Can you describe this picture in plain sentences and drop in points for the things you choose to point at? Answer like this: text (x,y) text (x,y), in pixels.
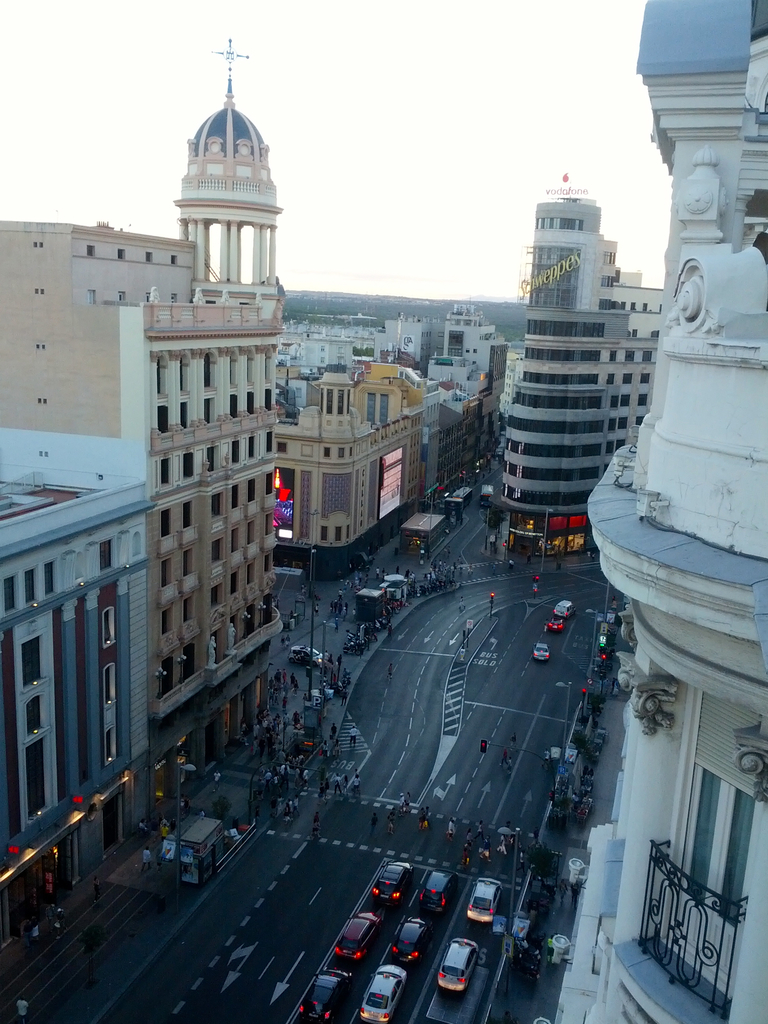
In this image we can see vehicles (325,996) on the road (461,664). Here we can see buildings (748,555), poles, boards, and people (23,1014). In the background (501,143) there is sky (413,80).
